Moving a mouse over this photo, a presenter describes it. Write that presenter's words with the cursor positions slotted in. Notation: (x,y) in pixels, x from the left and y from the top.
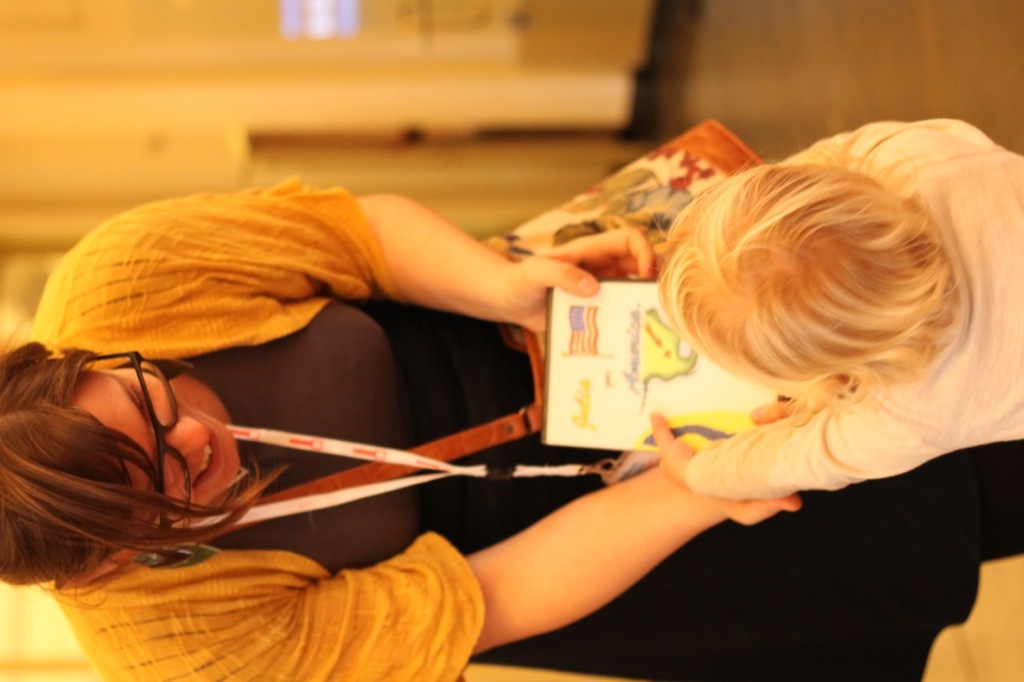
In this picture there is a woman (262,232) who is wearing spectacle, jacket (261,294) and black dress (805,533). She is holding a bag (589,223) and books (680,407). On the right (995,434) there is a girl (865,155) who is wearing t-shirt (1006,316). In the background (568,143) I can see the windows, doors (98,41) and wall (558,166). She is a smiling and wearing ID card (384,490).
